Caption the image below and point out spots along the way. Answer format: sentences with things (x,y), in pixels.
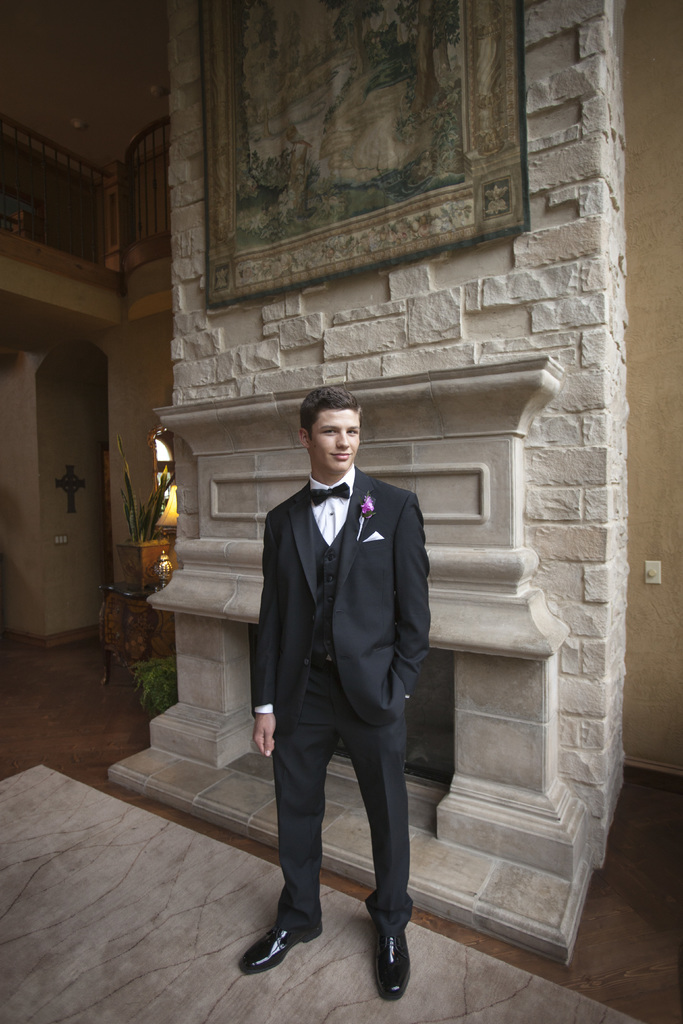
In this image, there is person (337,522) wearing clothes (352,620) and standing in front of the fire place (421,721). There is an art (396,103) at the top of the image (369,84).
